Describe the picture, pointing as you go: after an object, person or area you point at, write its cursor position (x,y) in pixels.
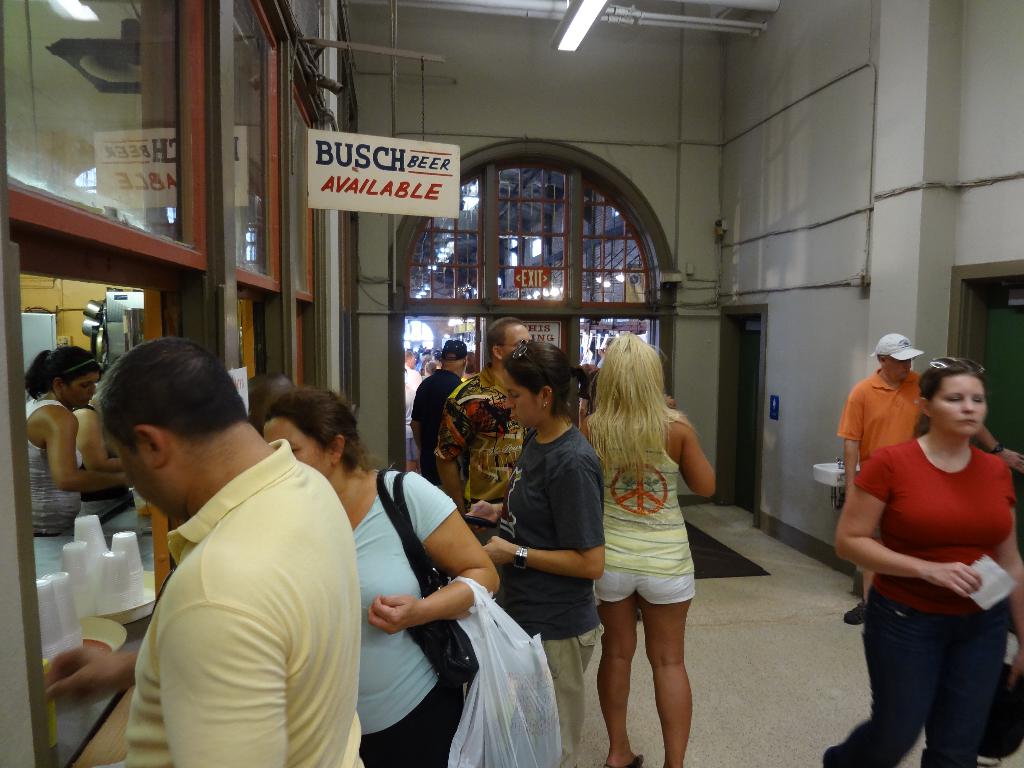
In this image I can see the group of people (600,569) wearing the different color dresses (557,524). I can see one person (907,382) with the cap (910,343) and another person (418,619) wearing the bag (444,678). To the left (15,679) i can see the stall (20,643) and there are glasses (38,598) and plates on the table (57,561). In the background (335,189) there is a board (407,182). I can also see the light (585,21) in the top (596,5).
